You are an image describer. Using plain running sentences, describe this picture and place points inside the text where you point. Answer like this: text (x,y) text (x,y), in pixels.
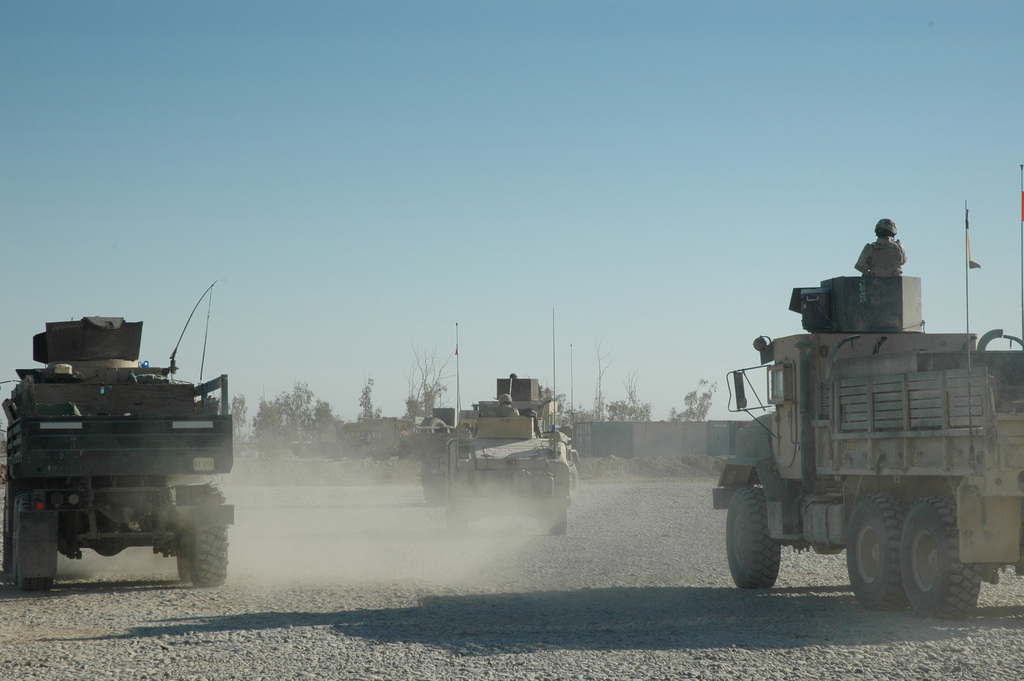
In this image there is one truck (143,475) at left side of this image (178,464) and there are two trucks (454,475) in middle of this image (478,425) and there is one truck (831,483) at right side of this image (825,464) and there is one person (898,261) standing on the truck (857,294) at right side of this image (870,265) and there is a wall (606,433) at right side of this image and there are some trees (611,416) in the background (276,435) and there is a sky (369,214) at top of this image (528,179).
